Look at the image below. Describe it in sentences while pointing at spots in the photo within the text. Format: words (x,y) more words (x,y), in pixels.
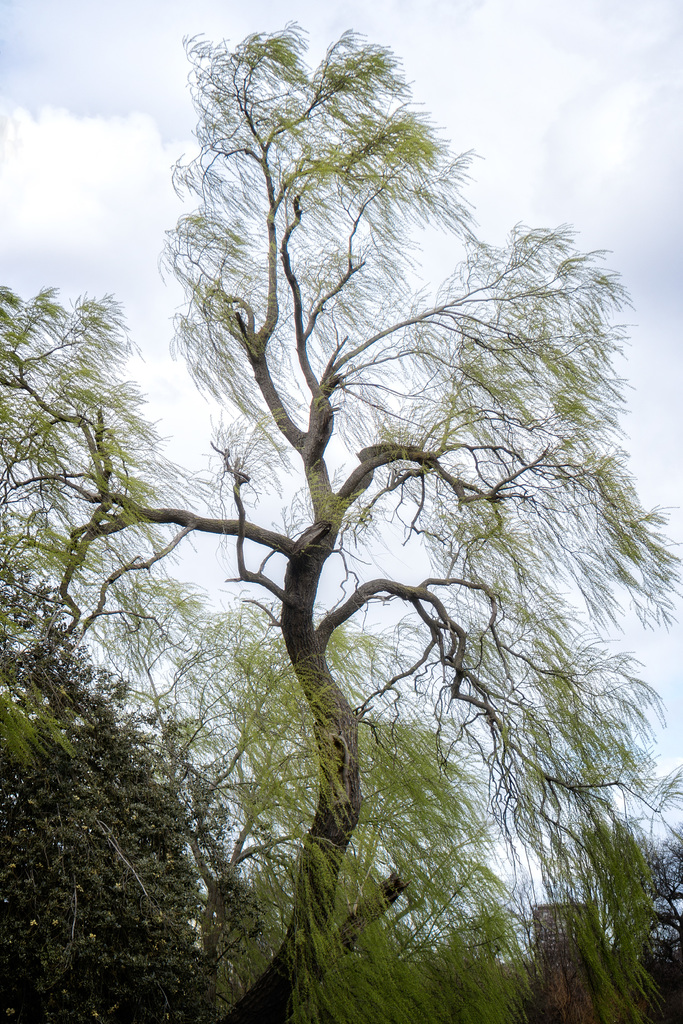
In this image I can see few trees (592,947) and the sky (490,46) is in white color.
